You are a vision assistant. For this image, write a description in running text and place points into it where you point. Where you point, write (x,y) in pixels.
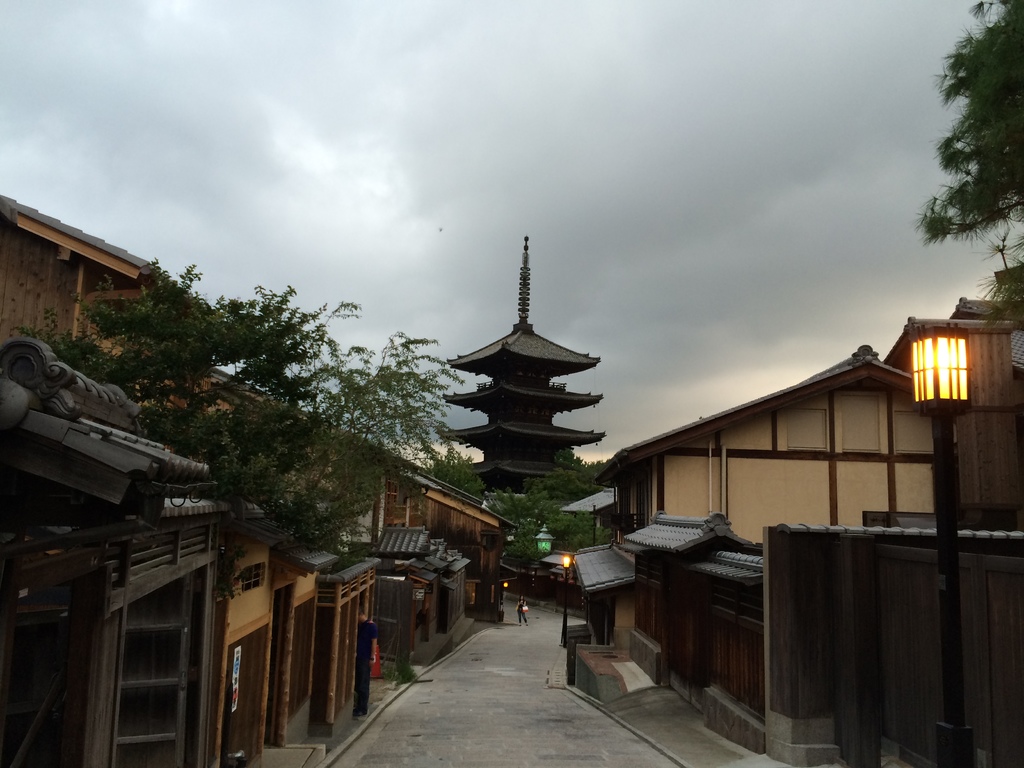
The picture consists of buildings (652,554), trees (367,516), street lights (945,424), road (514,717), person (525,599) and other objects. At the top (569,163) it is sky (540,116), sky (510,128) is cloudy.
